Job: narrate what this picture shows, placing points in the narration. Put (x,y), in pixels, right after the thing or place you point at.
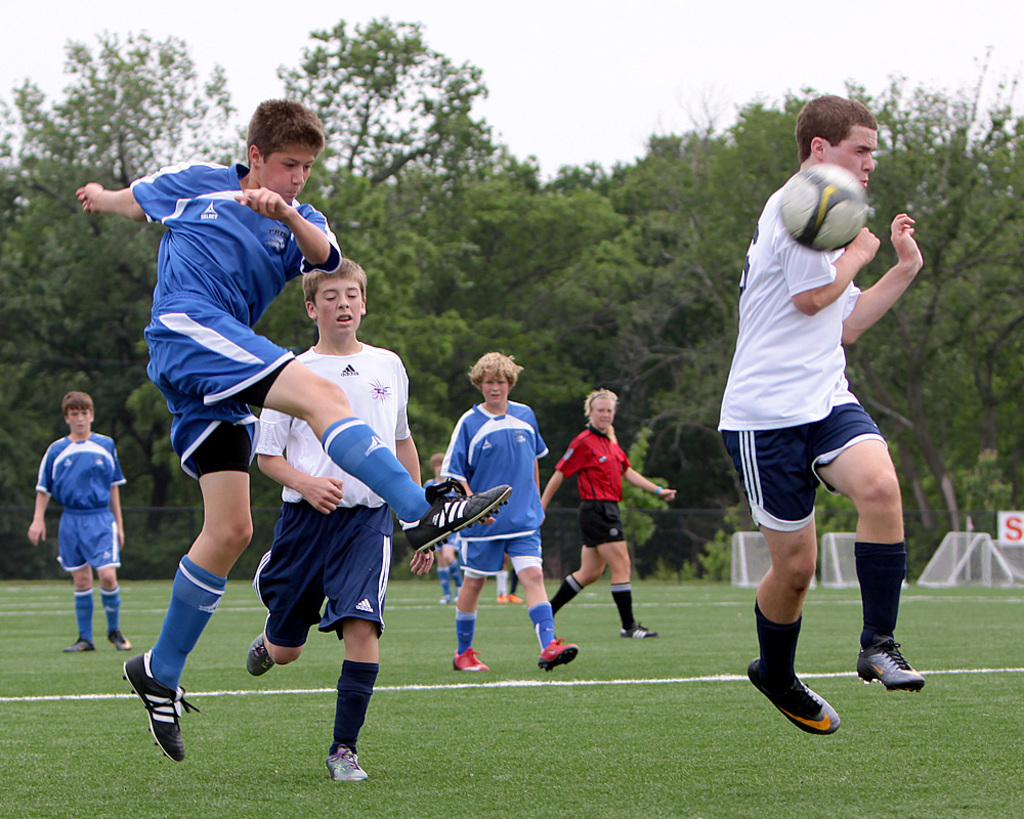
This picture is taken inside a playground (430,632). In this image, on the right side (844,292), we can see a man (817,285) wearing a white color shirt (800,339) is jumping. On the right side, we can also see a football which is in the air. On the left side (201,221), wearing a blue color dress (244,240) is jumping. In the background (135,479), we can see a group of people (605,461), trees (917,393). At the top (581,83), we can see a sky (581,83), at the bottom (728,659), we can see a grass (728,659).
